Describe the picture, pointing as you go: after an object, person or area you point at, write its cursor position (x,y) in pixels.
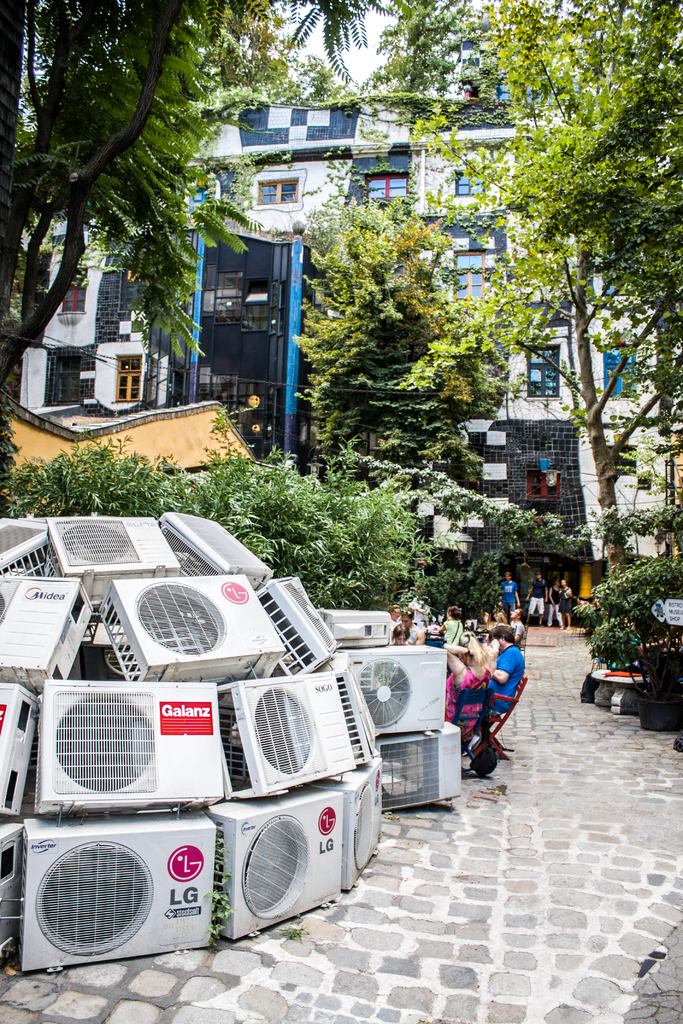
In this picture, at the bottom left (183,787) there are air coolers (242,664) which are placed on the ground (551,847). Towards the right (547,864), there is a lane (526,841). Beside the lane (517,825) there are people (482,663) sitting on chairs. On the top (222,208) there are buildings (422,194), trees (582,44) and plants (392,538).
